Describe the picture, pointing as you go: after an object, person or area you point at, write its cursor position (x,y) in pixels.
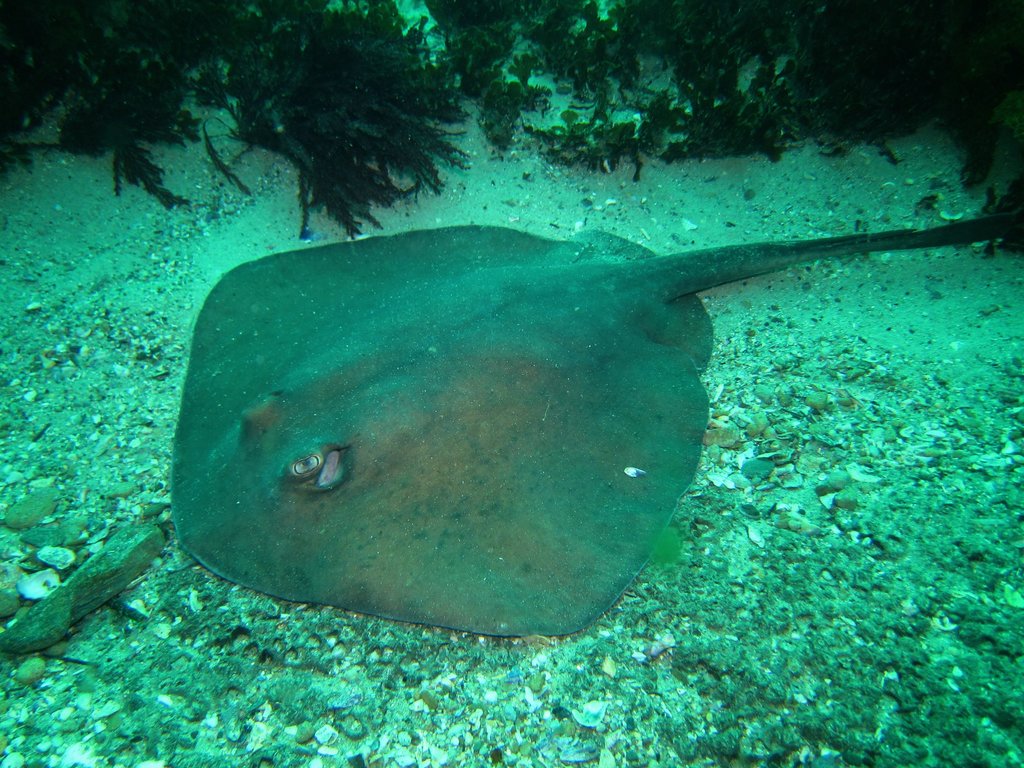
In this picture we can see skate fish (294,526), stones (261,738) and water plants (365,70) under the water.
